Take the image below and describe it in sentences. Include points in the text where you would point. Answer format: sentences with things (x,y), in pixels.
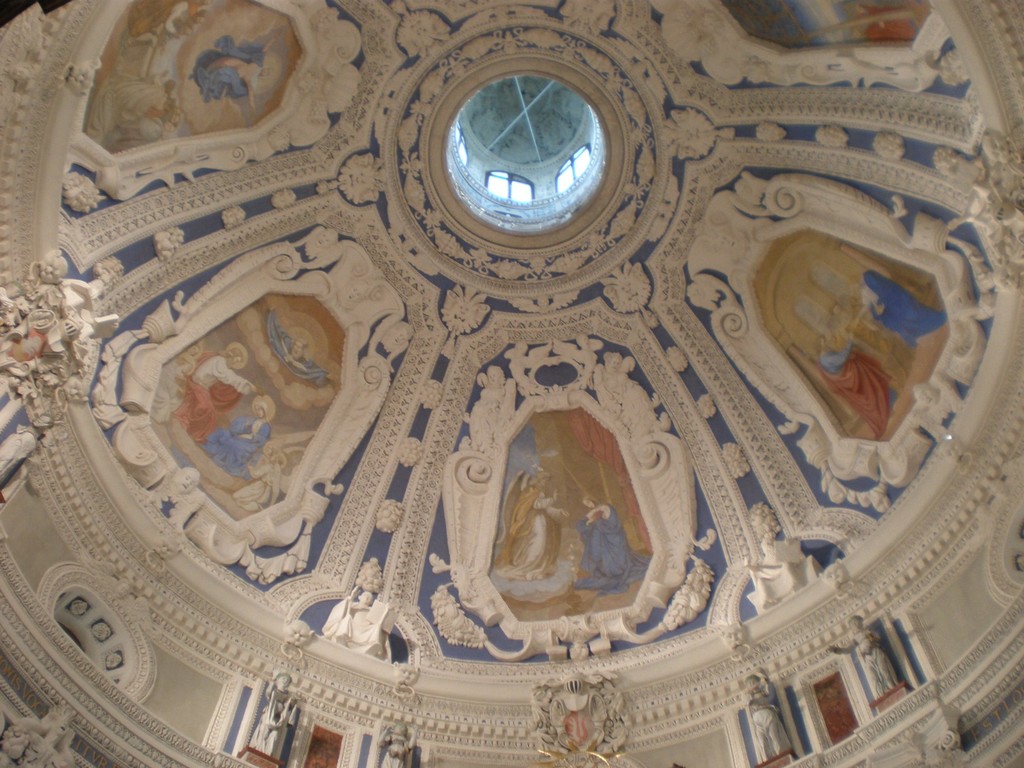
In this image there is a dome (412,272) of a building (412,272) with sculptures (161,251) on it.
